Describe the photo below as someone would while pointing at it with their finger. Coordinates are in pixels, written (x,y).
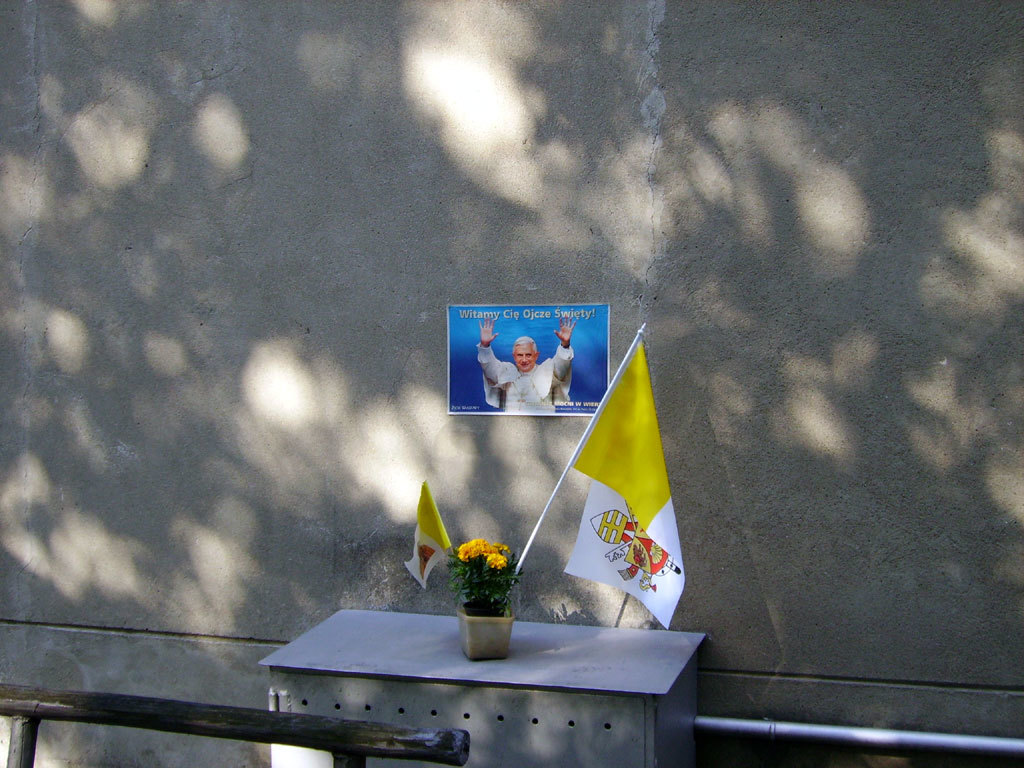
This image is clicked outside. There is a table (577,704) on which a plant (496,601) is kept. In that pot (476,646) there is a yellow flag (604,471). In the background (486,251), there is a wall (602,276) on which the poster (509,340) is kept.
